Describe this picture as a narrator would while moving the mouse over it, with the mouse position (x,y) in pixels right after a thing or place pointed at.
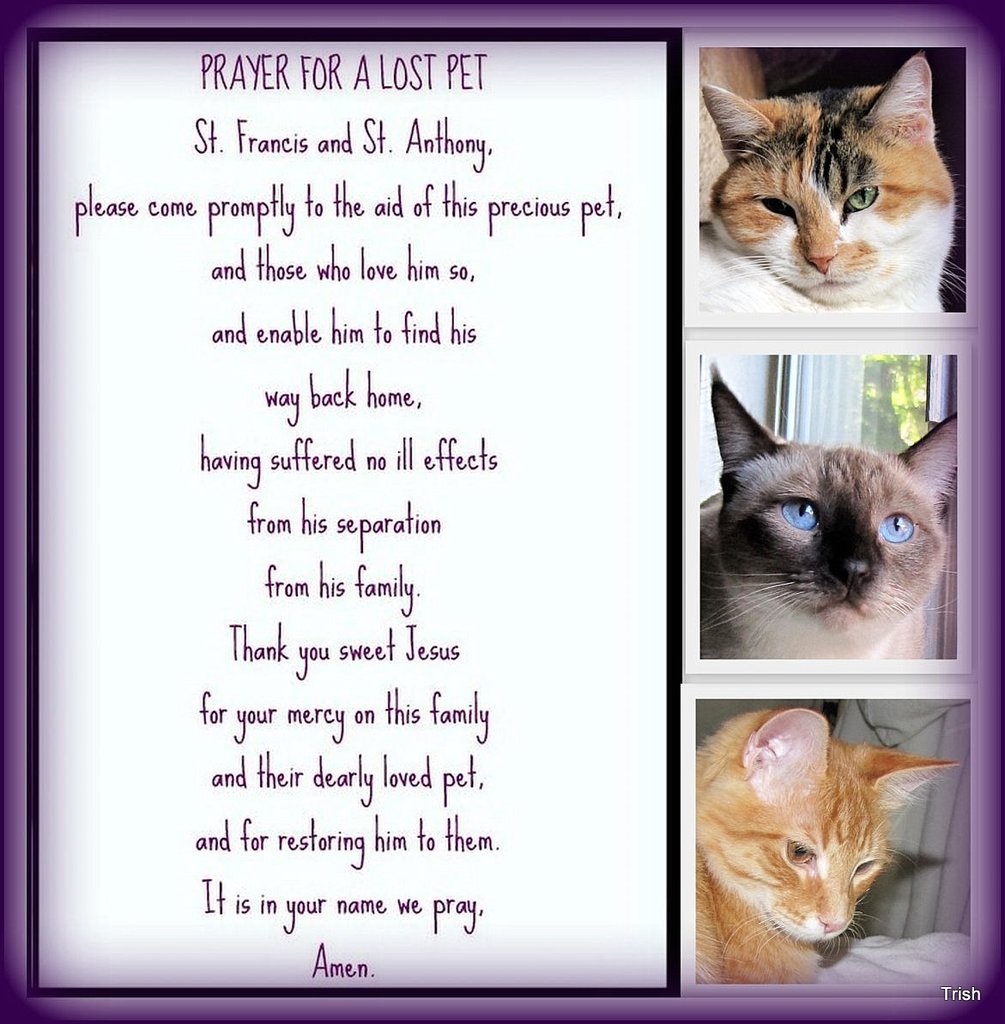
In this picture, we can see a poster (367,372) with some text (473,146), and images of cats (737,560).
